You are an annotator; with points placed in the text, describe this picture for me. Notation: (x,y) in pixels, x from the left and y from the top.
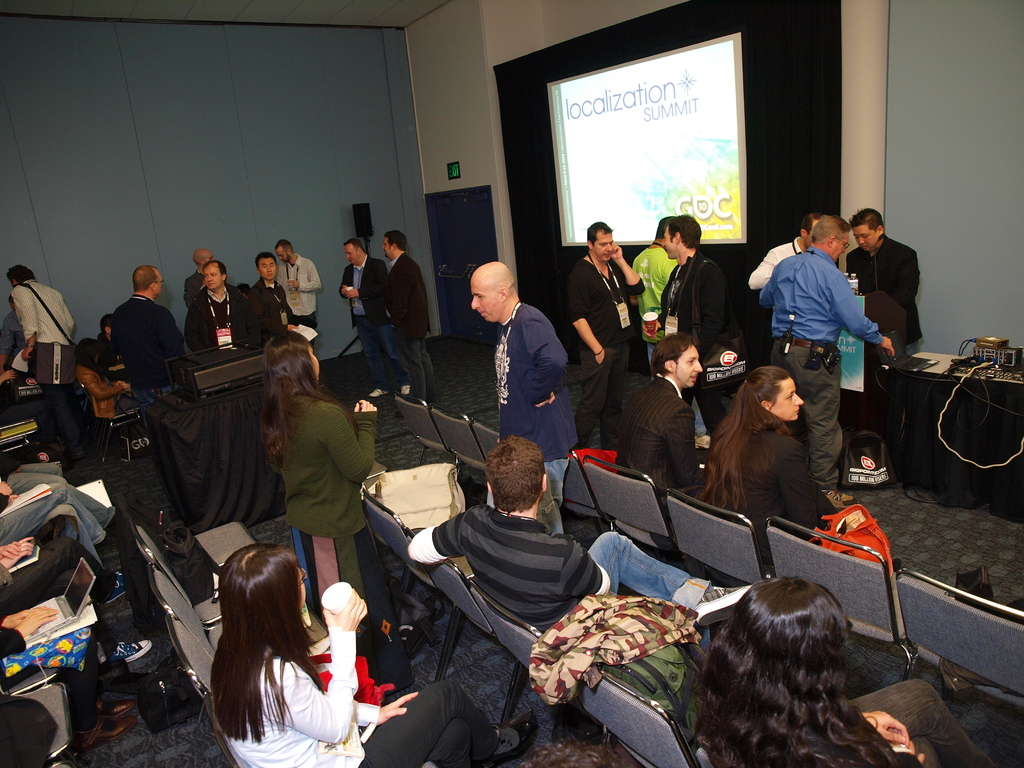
In this image few persons (556,615) are sitting on the chairs (703,522). Few persons (377,310) are standing on the floor (892,492). Right side (924,438) there is a table (907,416) having a laptop (923,363) and few items (979,375) are on it. A woman (339,732) wearing a white shirt (307,724) is holding a glass (332,593) in her hand (349,604). Left side (34,652) a person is having a laptop (71,604) on her lap (58,644). Beside two persons (9,534) are sitting and they are having books (28,558) on their lap (18,571). A person (45,301) wearing a white shirt (33,311) is carrying a bag (60,351) and standing on the floor (111,451). There is a table (174,442) having a projector (207,378) on it. Bottom of image (659,674) there is a bag (638,667) and a cloth (629,651) are on the chair (644,714). Top of image (714,164) there is a screen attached to the wall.
